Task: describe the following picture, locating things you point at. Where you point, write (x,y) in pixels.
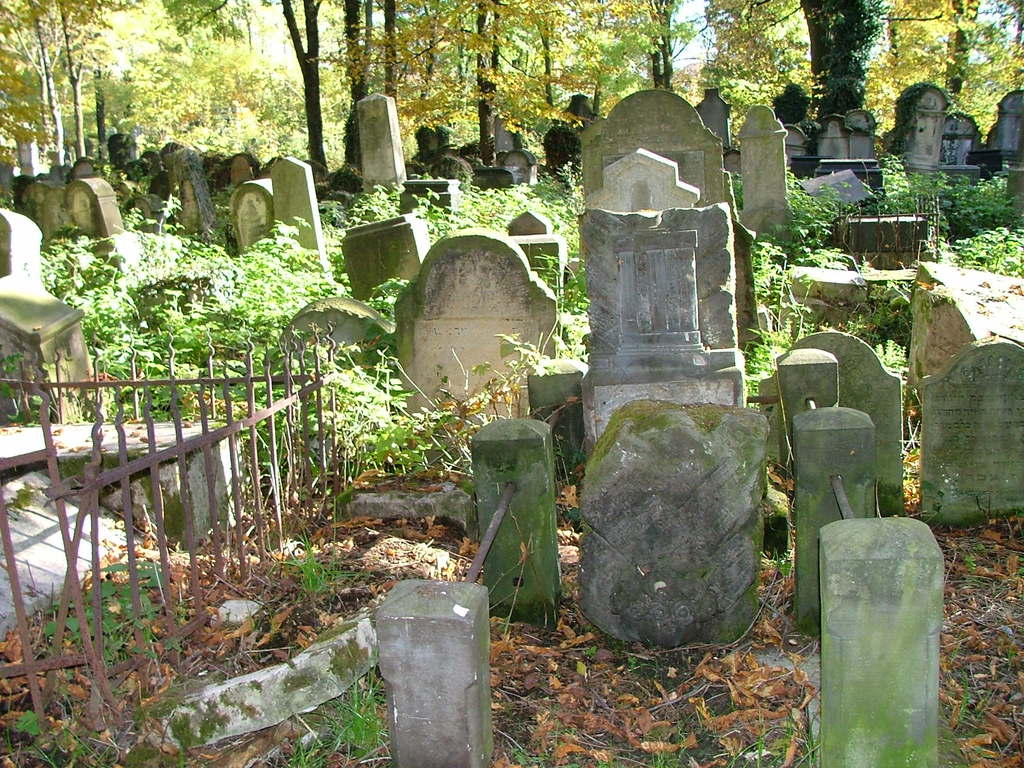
This image consists of a graveyard (537,608). In which we can see many plants (318,290) and memorial stones (994,501). In the background (844,59), there are trees (22,107).
